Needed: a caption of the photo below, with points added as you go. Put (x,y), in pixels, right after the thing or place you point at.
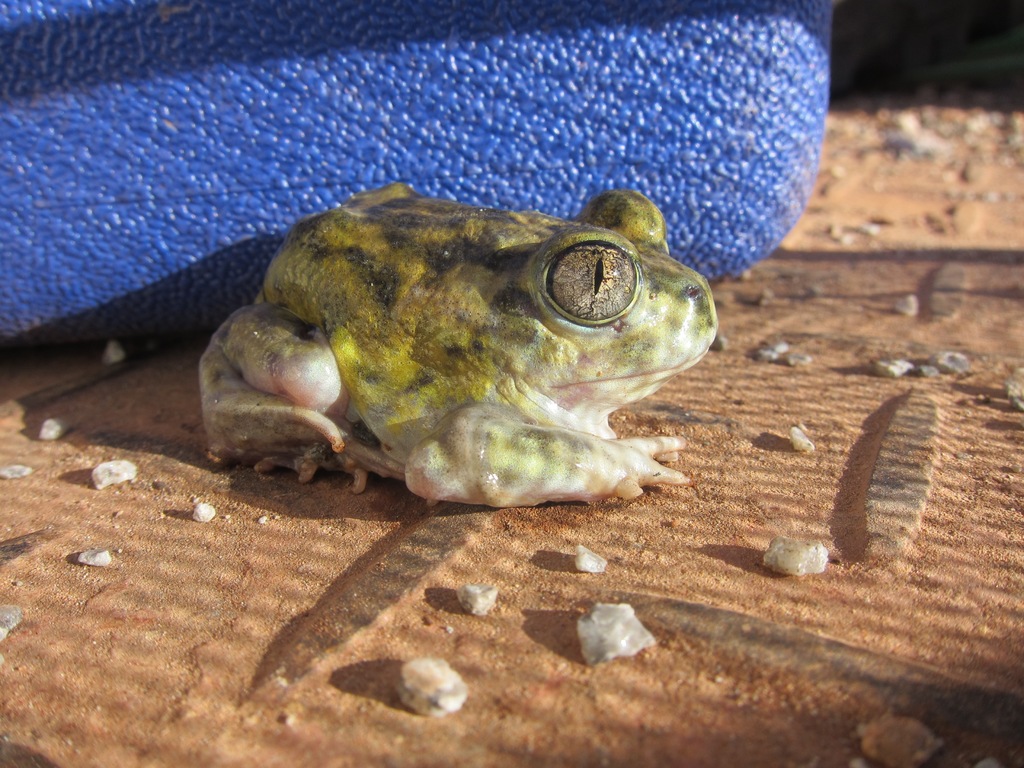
In this picture we can see green color frog (522,417) sitting on the brown flooring tile (541,642) with white stones (605,621). Behind there is a blue box (586,90).
